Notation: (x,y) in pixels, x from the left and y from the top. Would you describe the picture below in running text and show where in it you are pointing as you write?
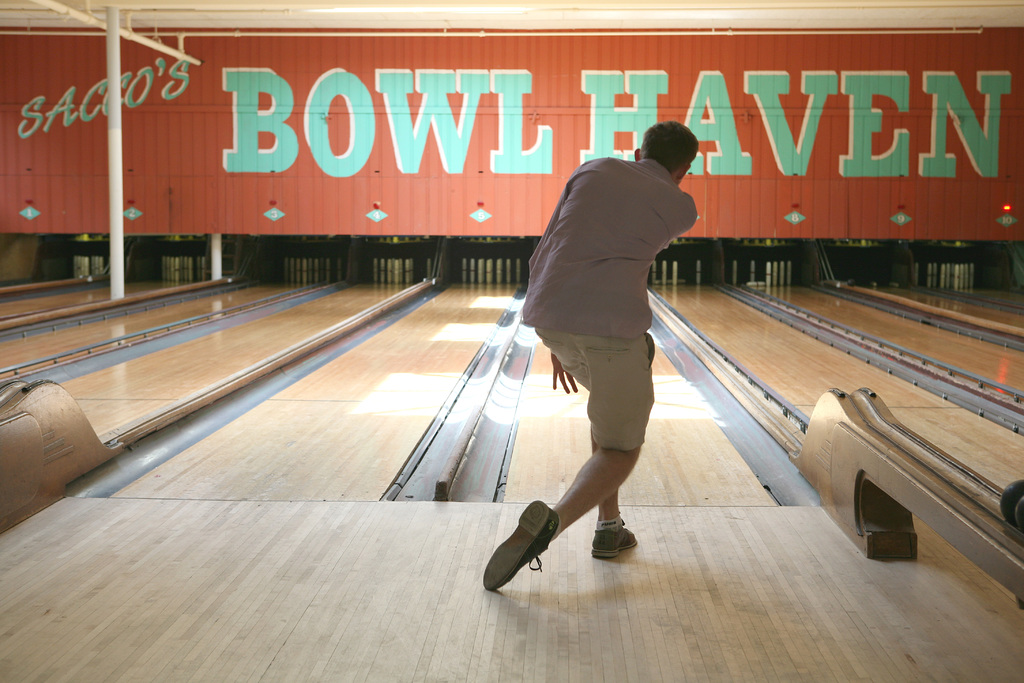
In this picture I can see a person (586,259) standing, there are bowling pins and a board (642,49).
